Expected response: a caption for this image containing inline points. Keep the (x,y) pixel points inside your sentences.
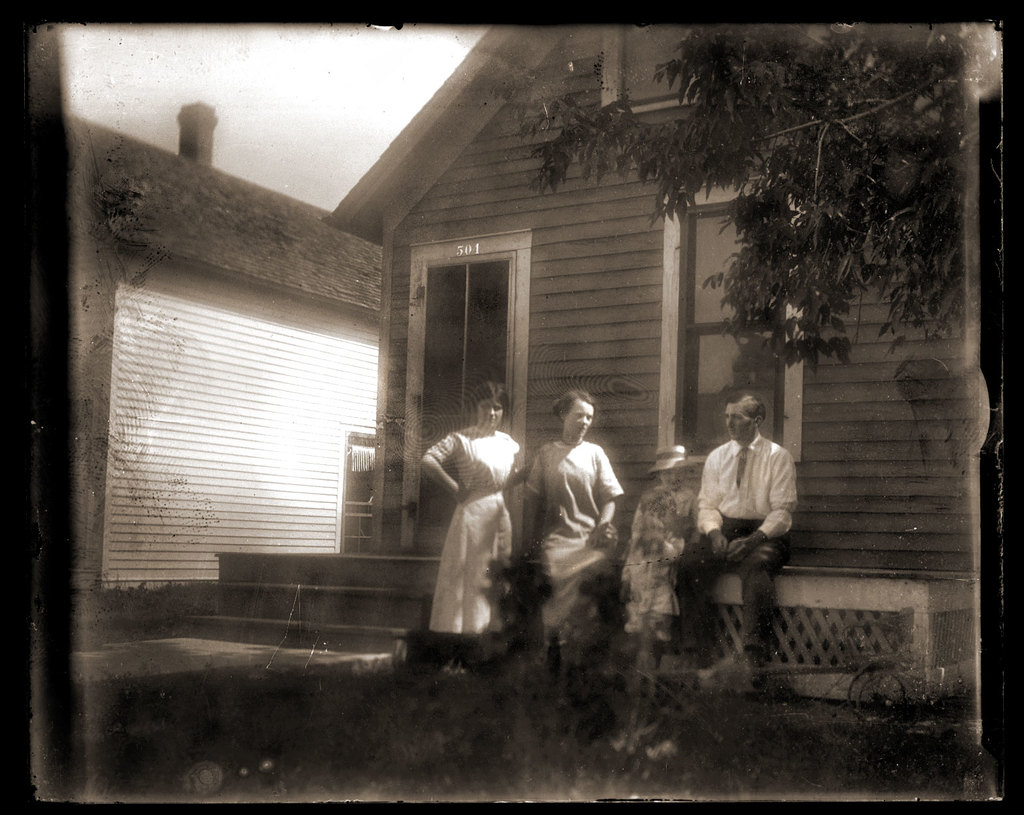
In this image I can see four people (675,586) wearing the clothes (475,557). To the back of the people (568,529) I can see the house (495,244) with the windows (716,401). To the right (799,260) I can see the tree (765,229) and this is a black and white image.
